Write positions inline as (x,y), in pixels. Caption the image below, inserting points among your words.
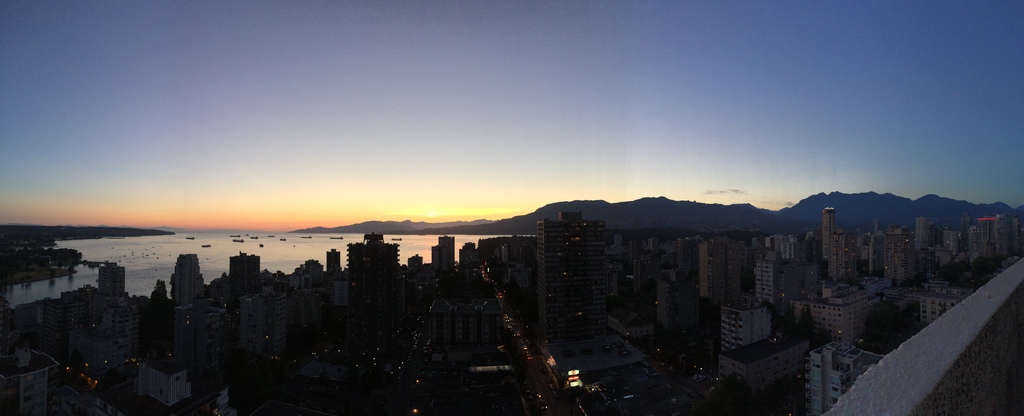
This image is taken during the evening. In this image we can see many buildings (731,327), hills (663,211) and also the boats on the surface of the water (243,247). We can also see the sky (309,45). There are vehicles (484,277) passing on the road (549,398).
